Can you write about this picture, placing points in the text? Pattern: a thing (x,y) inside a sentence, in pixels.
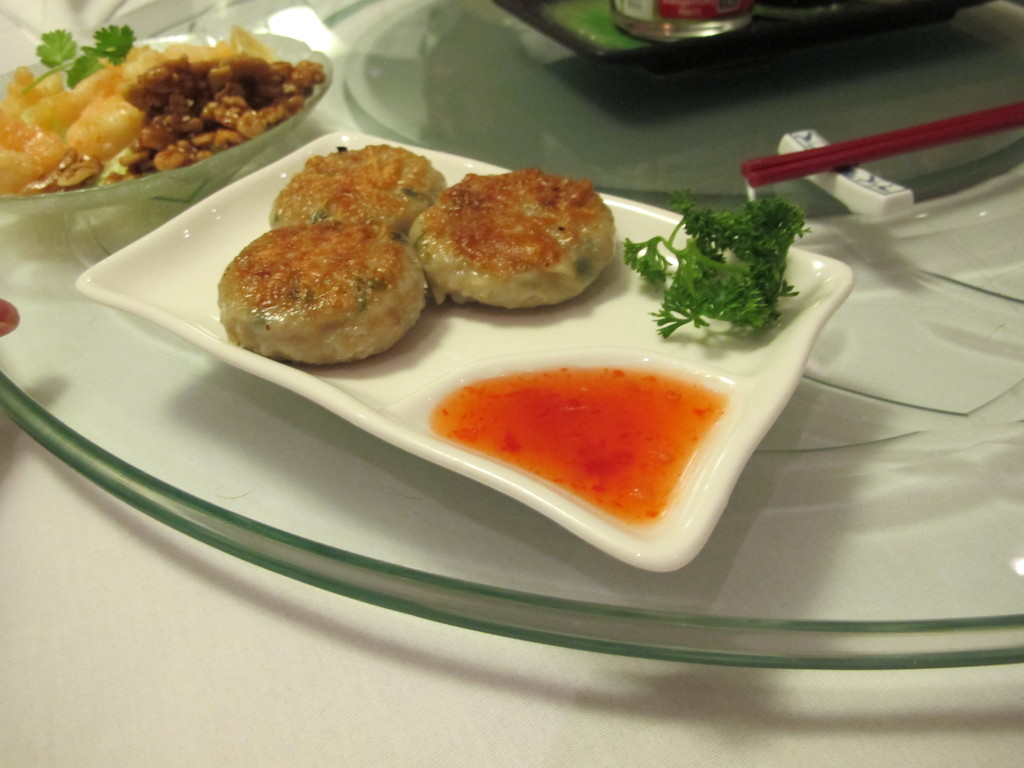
In the center of the image (405,323) we can see food (295,276) in plate (582,324) placed on the table (418,119).
